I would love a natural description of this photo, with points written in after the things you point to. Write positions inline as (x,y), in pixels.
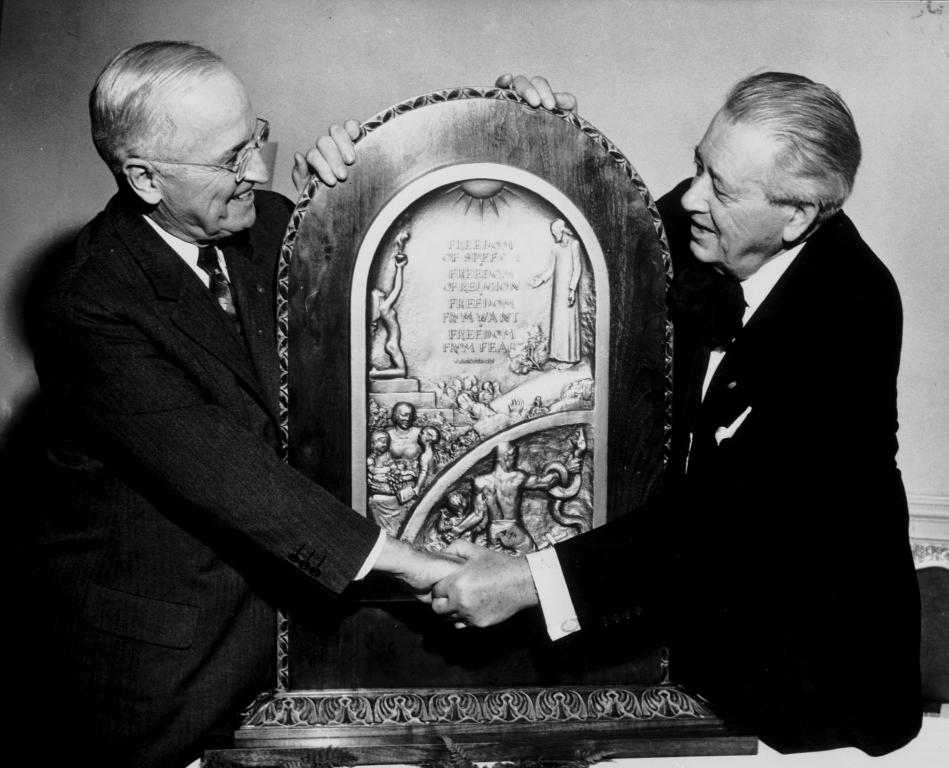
On the left side (217,287), there is a person (221,137) in a suit (153,287), smiling, holding the photo frame (504,229) with one hand (320,163), standing and shaking hands (419,564) with another person (855,229) who is in a suit (811,292) and is holding the photo frame (513,116). In the background (745,30), there is a wall (635,33).
